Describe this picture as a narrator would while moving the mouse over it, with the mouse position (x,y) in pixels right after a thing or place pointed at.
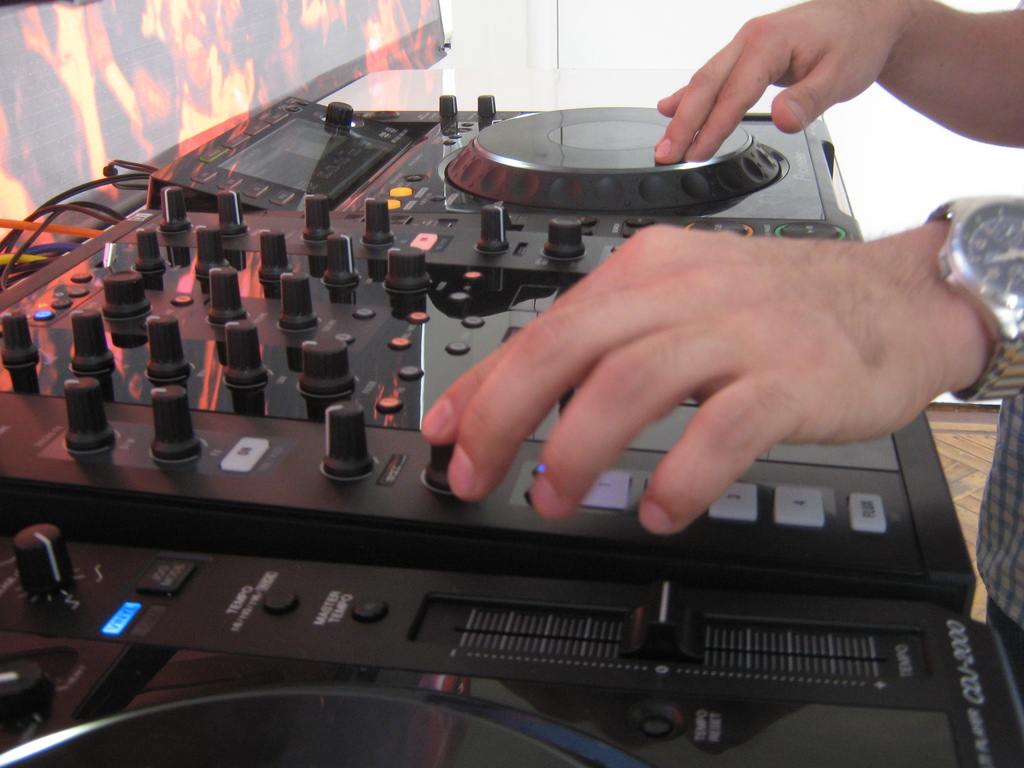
The picture consists of a music controlling machine (445,291). On the right (934,62) there is a person (829,329) standing. On the left (148,101) there is a poster (362,50). At the top (580,33) it is wall (910,133).
